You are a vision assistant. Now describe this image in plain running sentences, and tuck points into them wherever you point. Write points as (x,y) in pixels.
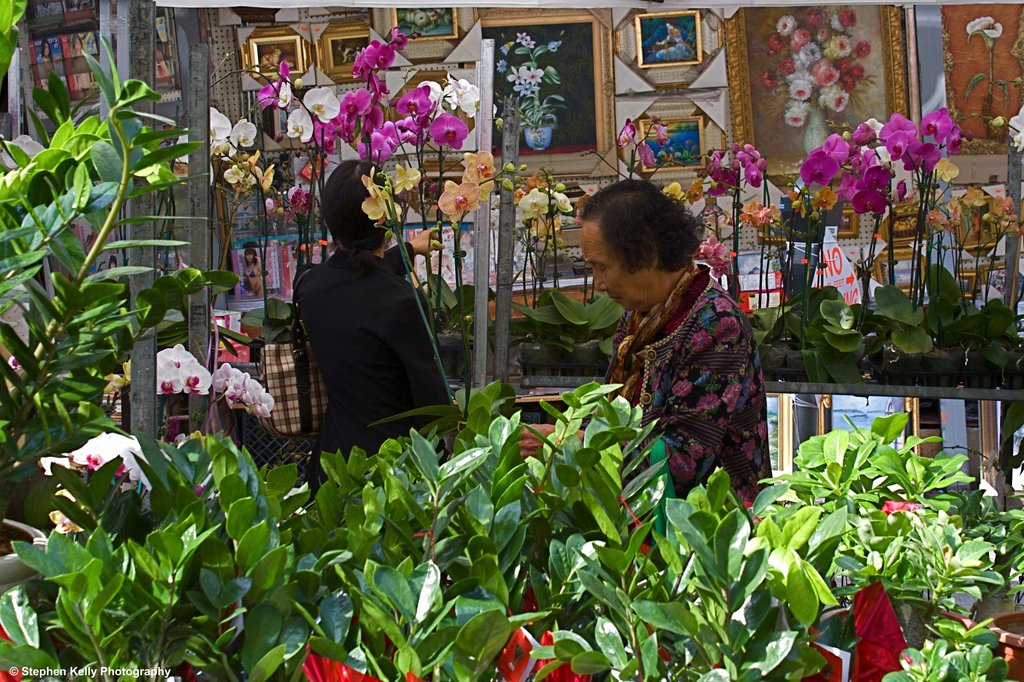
In this image there is a person (715,300) surrounded by flowers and leaves (457,452), behind the person (651,296) there is another person (417,253) checking out the flowers (552,240), in the background of the image (592,71) there are photo frames (607,71).
